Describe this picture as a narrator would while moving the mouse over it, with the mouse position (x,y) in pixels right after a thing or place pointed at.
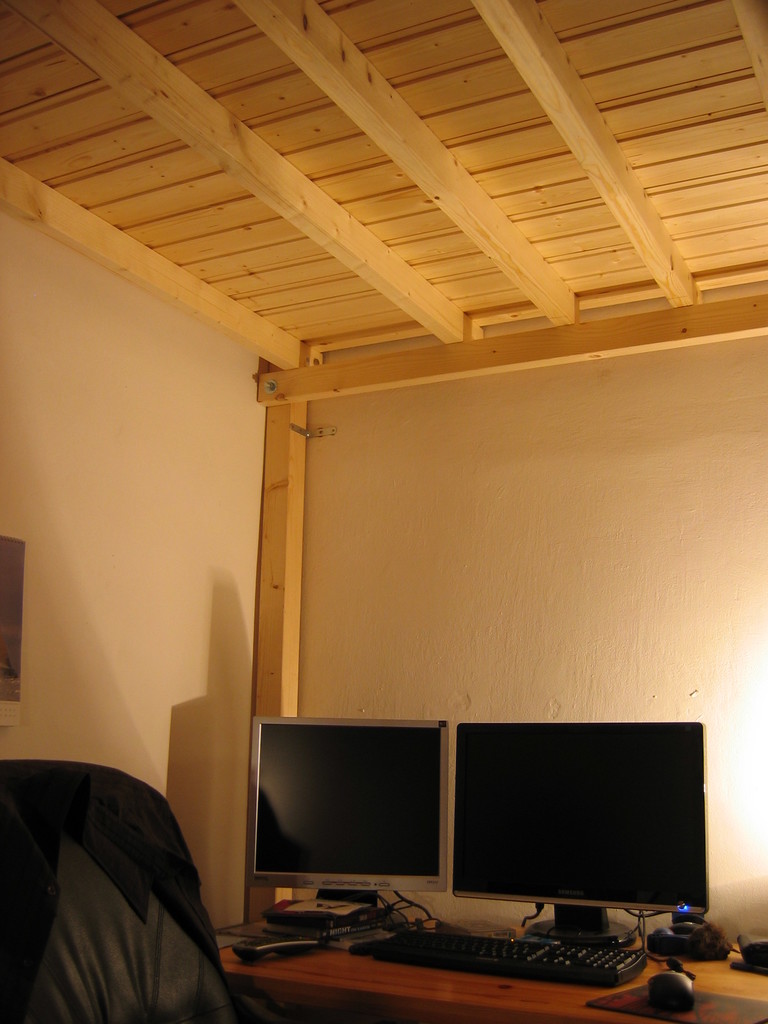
In this picture I can see a chair (83,773), there are monitors (383,730), keyboard (637,964), cables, there is a mouse (665,988) with a mouse pad (725,1023) and some other objects (678,919) on the table (568,1010), and in the background (541,532) there is a wall (522,489).
